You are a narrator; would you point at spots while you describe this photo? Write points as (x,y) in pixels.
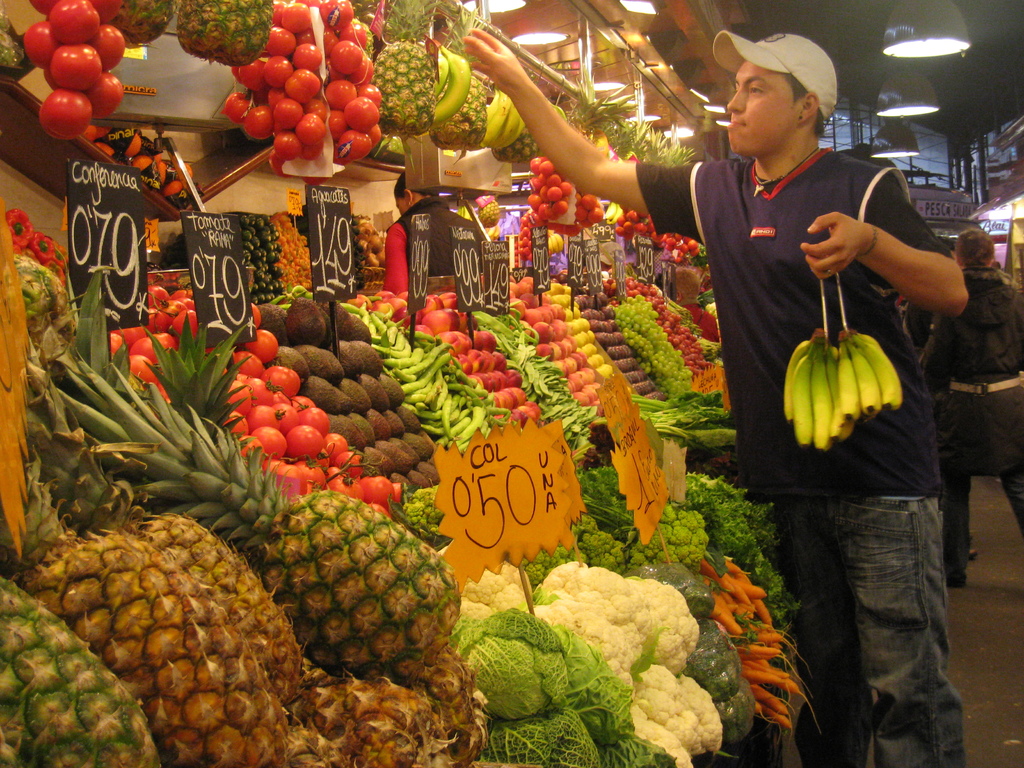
In this image we can see different types of fruits (398,414) and vegetables (428,387) are on a platform (509,436), price tags (14,420) and fruits (587,108) are also hanging to the pole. In the background (1012,420) we can see a person (979,374), lights (608,85) and objects (996,255).
